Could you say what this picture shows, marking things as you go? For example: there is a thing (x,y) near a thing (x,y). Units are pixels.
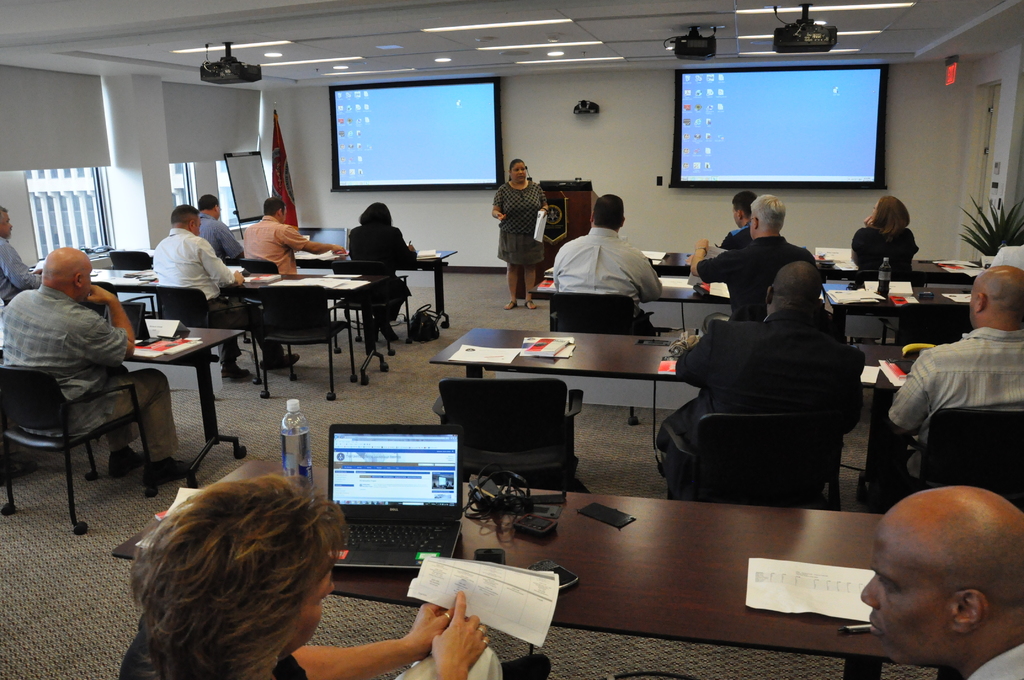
There is a group of people (190,269). They are sitting on a chair (543,460). In the center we have a woman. She is standing and she is holding a paper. We can see in the background (46,245) there is a window (69,172), flag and projector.
